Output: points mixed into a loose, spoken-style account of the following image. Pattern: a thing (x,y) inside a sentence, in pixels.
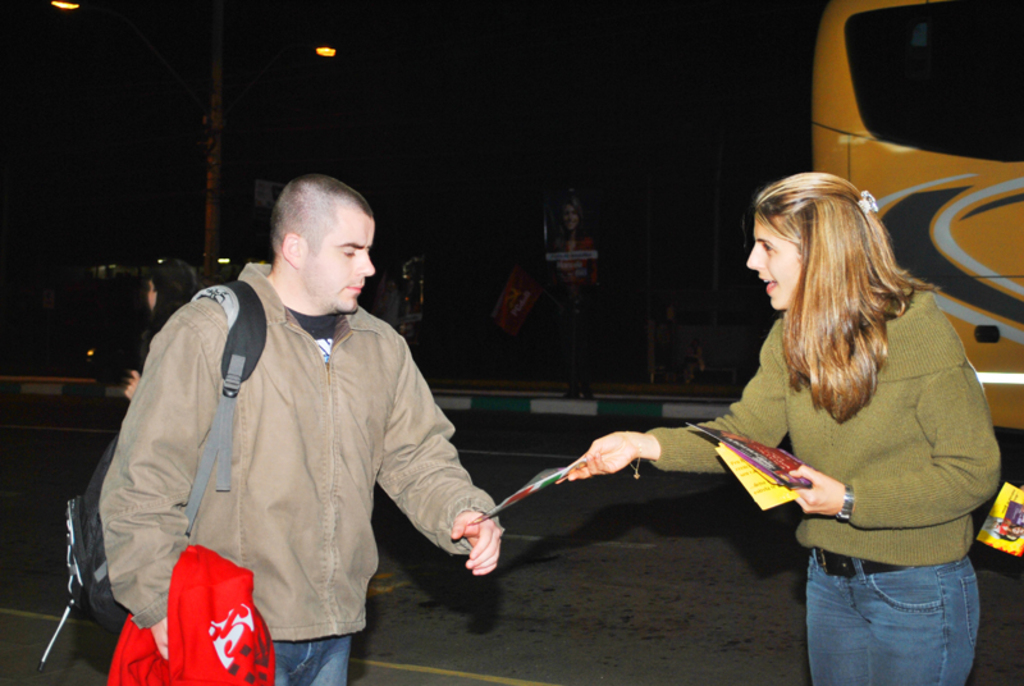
In this image, we can see a woman (866,506) is holding some objects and talking. Left side of the image (255,405), we can see a person (315,488) is wearing a backpack (102,515) and holding some cloth (195,631). Background we can see a road (730,599), poles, vehicles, few people (180,282). Top of the image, we can see the lights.
